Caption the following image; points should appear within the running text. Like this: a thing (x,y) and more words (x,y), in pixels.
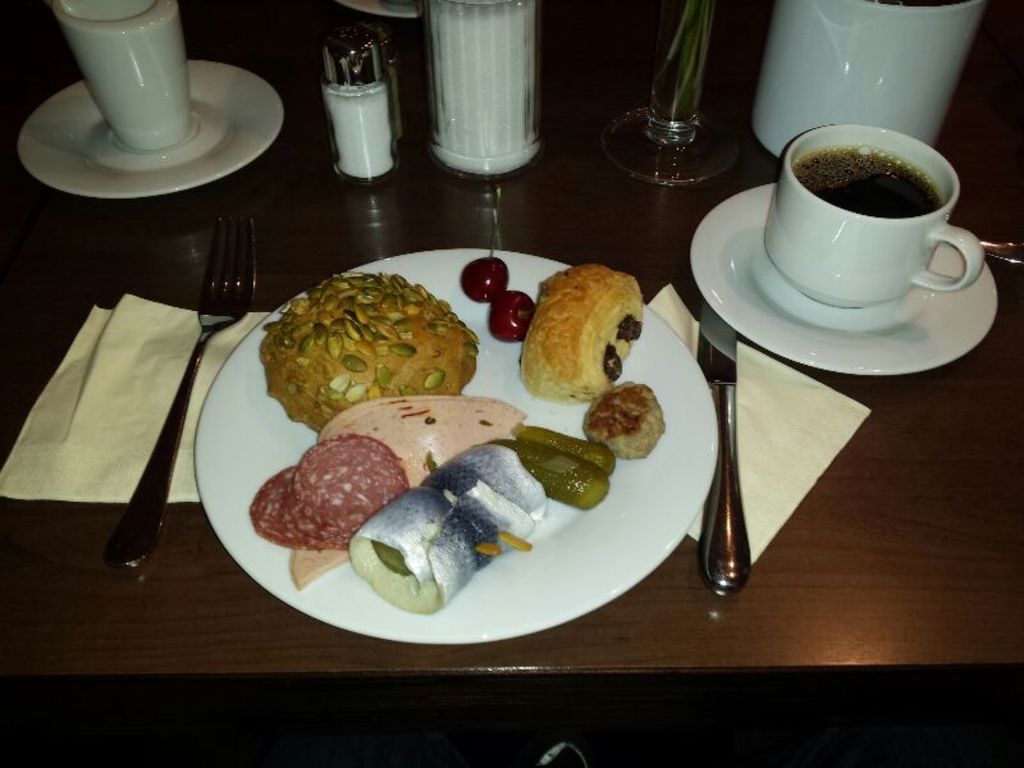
In this image I can see different types of food (389,299) in a plate (705,430), knife (723,535) and one fork (208,329). I can also see glass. a cup of coffee (844,183) and few napkins (752,410).
